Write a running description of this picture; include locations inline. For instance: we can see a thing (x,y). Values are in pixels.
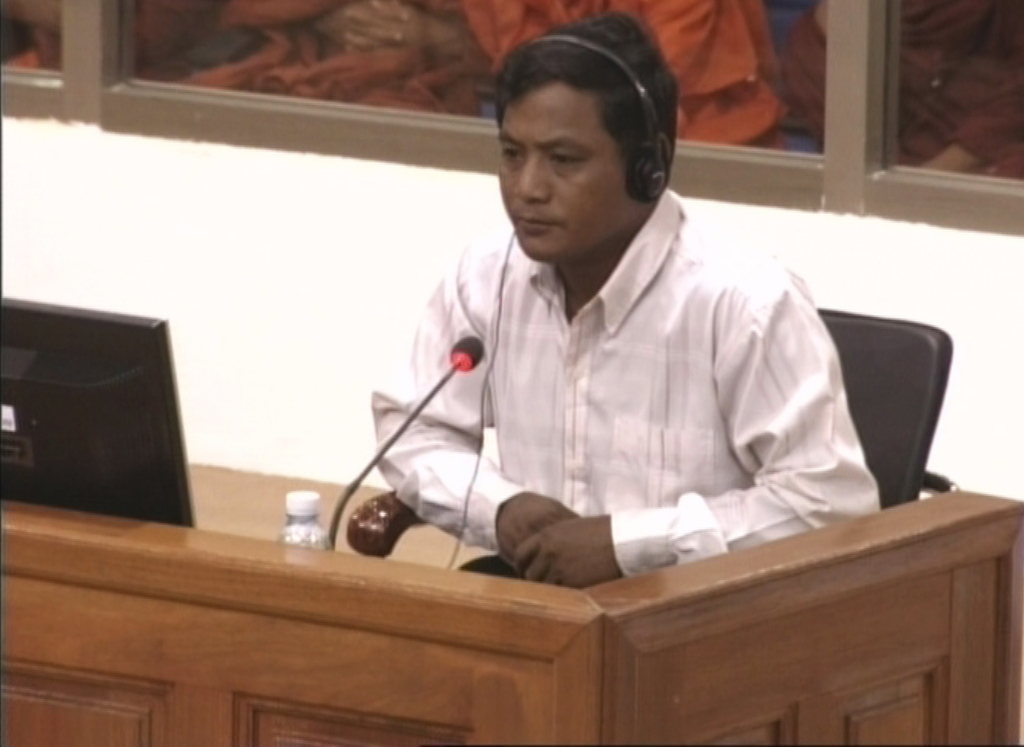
In the image we can see there is a man (646,309) sitting on the chair (368,522) and he is wearing headphones (659,169). There is mic (473,361), water bottle (312,515) and monitor (169,402) kept on the table (223,527). Behind there are windows (309,81) on the wall (40,248).
